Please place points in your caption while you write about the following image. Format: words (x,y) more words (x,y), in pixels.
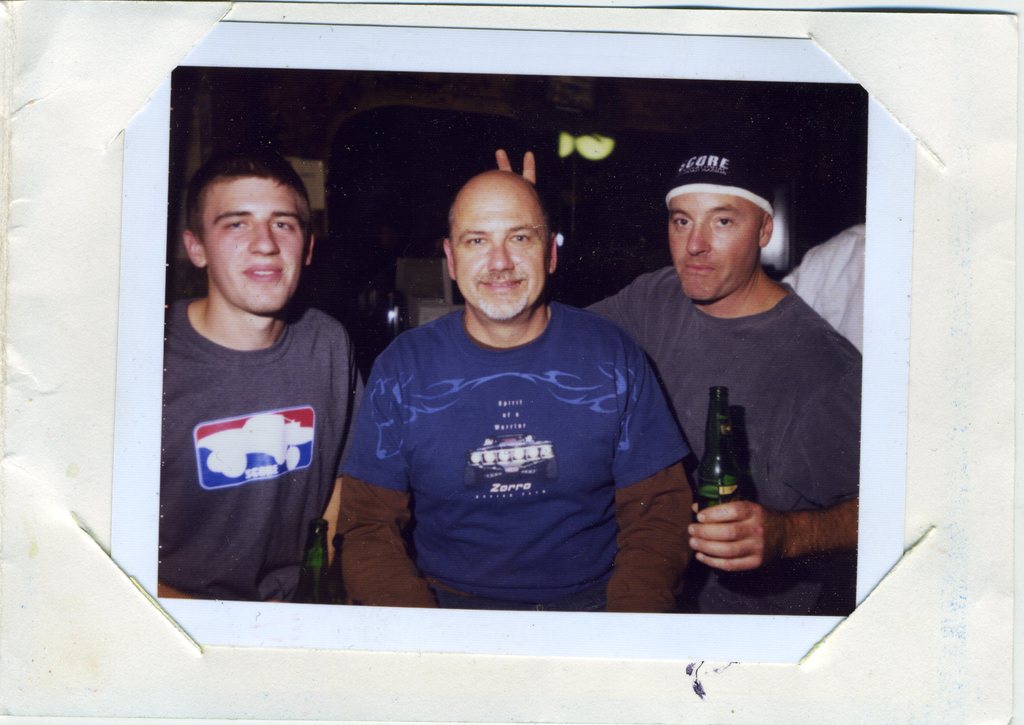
In the center of the image (570,336) there is a photo (743,305) placed in the card (949,374). In the photo (329,447) there are three men (486,408). The man (520,410) who is in the middle (497,325) is smiling and the men (281,511) in the left (284,499) and right are holding bottles (316,559) in their hands (732,522).
